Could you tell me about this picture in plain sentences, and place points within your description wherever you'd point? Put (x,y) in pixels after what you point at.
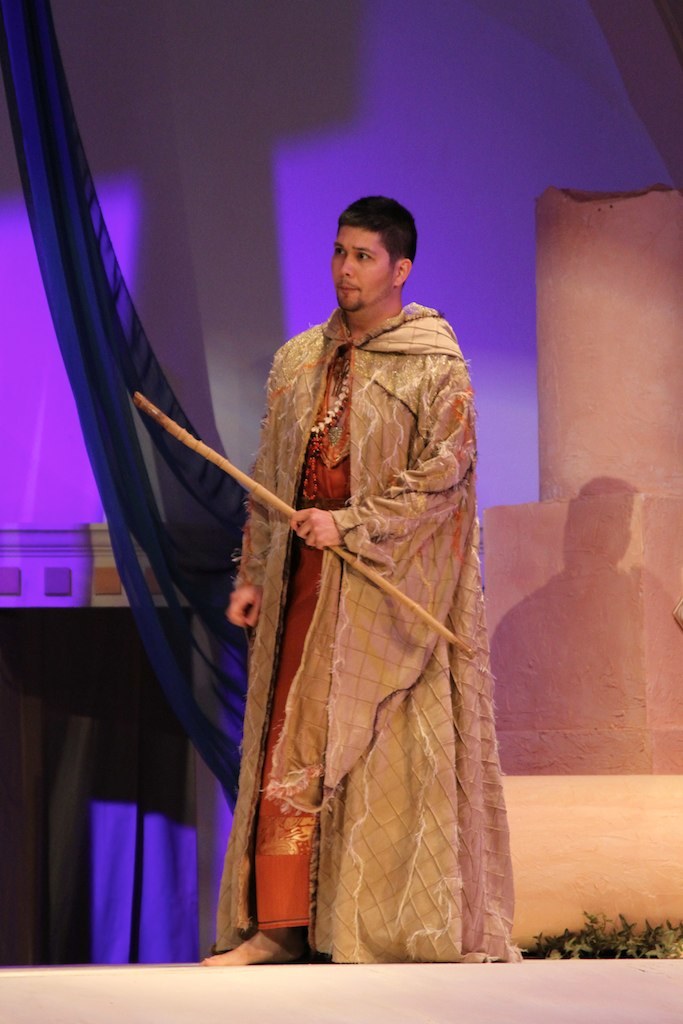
In this image, we can see a person (353,582) is holding some stick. At the bottom (625,948), we can see few plants (590,951). Background (273,218) there is a wall (246,423), few clothes (194,586).
